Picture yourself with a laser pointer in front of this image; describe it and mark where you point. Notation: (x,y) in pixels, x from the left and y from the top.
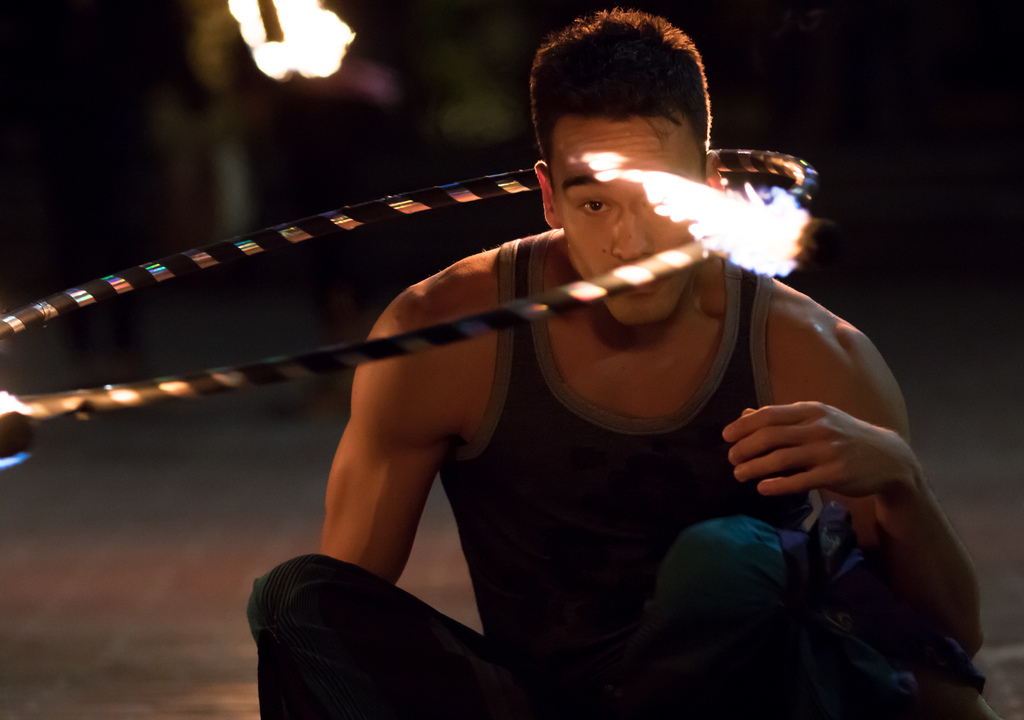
In this image there is a man (609,584) sitting on the ground (106,634). There is a rod (490,323) around him. There is the fire (748,212) on the rod (687,258). The background (870,146) is blurry.
